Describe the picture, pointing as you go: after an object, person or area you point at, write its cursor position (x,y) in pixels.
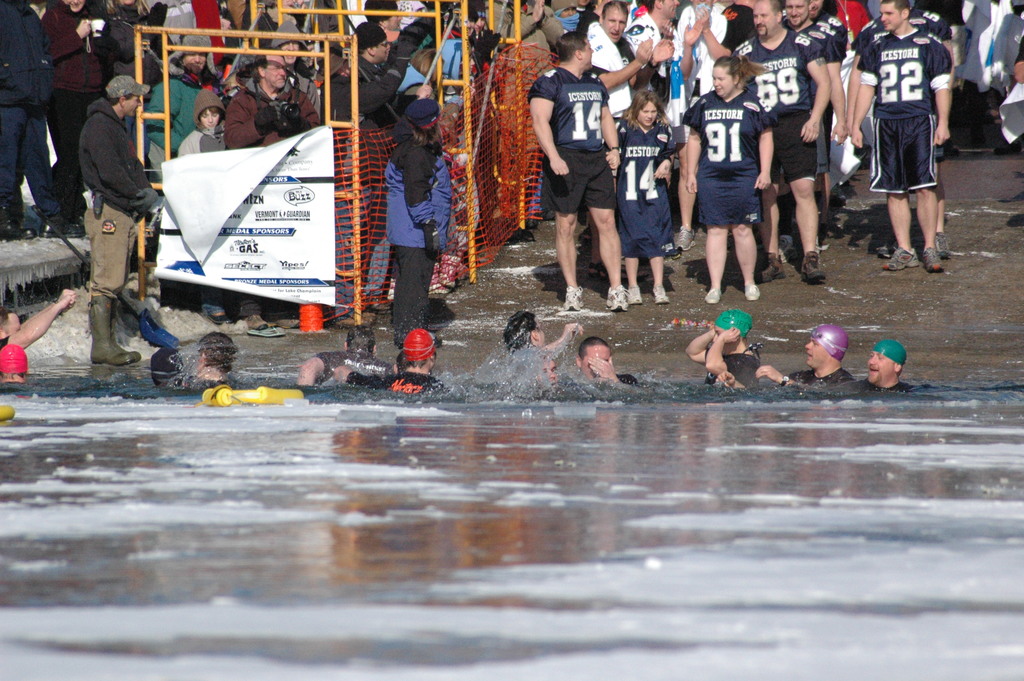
In this image, we can see people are in the water (533,537). Top of the image (296,166), we can see people (910,183), rod's (439,61), net (364,200) and banner (302,243). Few people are holding some objects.
